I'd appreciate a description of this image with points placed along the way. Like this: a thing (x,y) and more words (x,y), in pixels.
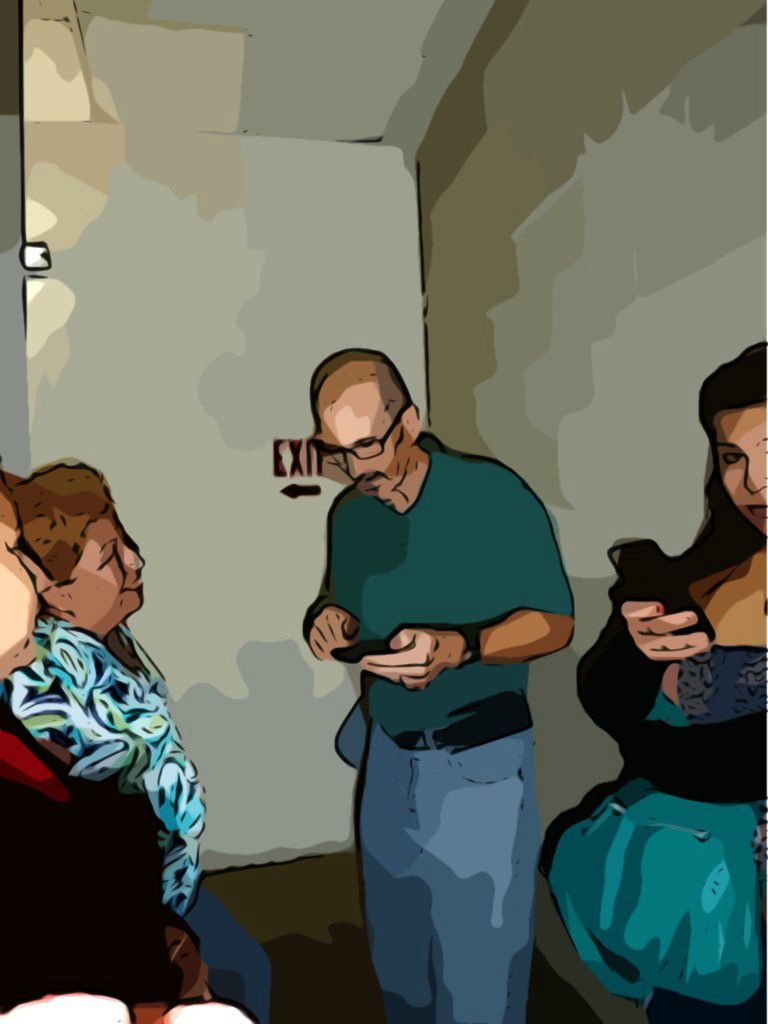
In this image we can see a painting (435,770) of persons (467,789), a man (465,760) holding an object (377,643) and a woman (652,619) holding a cellphone (683,598) and a exit board (283,489) in the background (284,479).
